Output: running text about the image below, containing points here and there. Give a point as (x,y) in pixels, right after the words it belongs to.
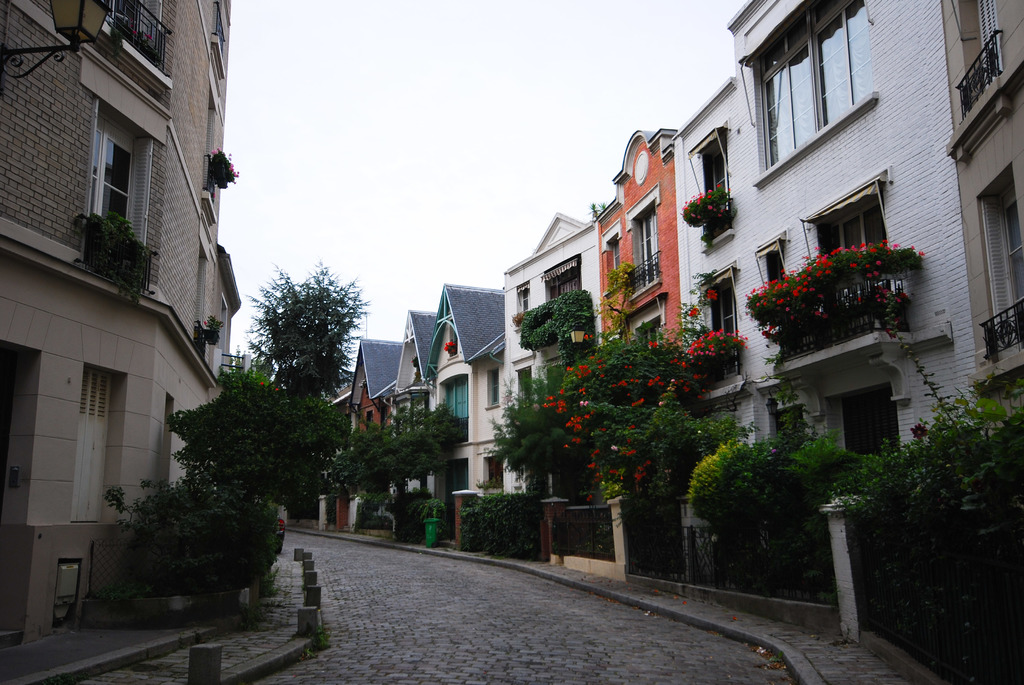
In this image there is a street lane (450,616). On both sides of it there is pavement (66,669) having plants (212,565) and trees (650,352). Background there are few buildings (22,448) having plants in the balcony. Right side (788,347) there is a building (880,349) having few plants (792,328) in the balcony (829,313). Plants (792,307) are having flowers (771,308) to it. Top of the image (390,120) there is sky (406,98).
